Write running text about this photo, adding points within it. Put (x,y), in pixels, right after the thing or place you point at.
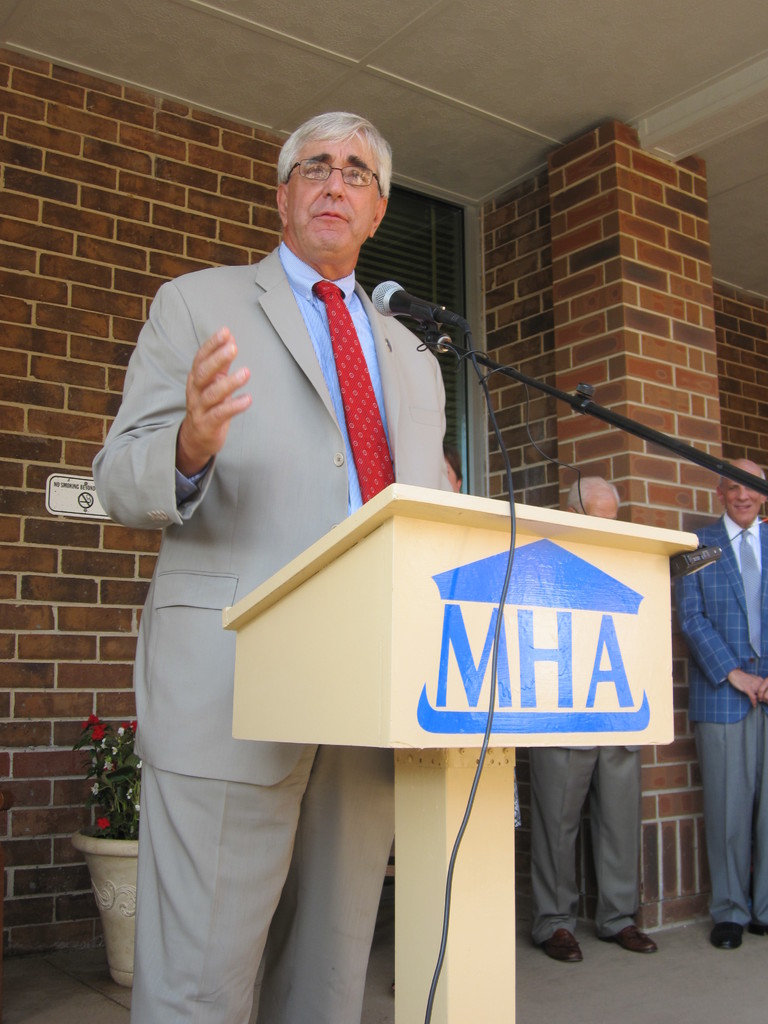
In this image we can see a man (280,435) standing at the lectern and mic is fixed to it. In the background (613,325) we can see walls (172,201), house plant (103,770) and men (725,782) standing on the floor (638,978).
